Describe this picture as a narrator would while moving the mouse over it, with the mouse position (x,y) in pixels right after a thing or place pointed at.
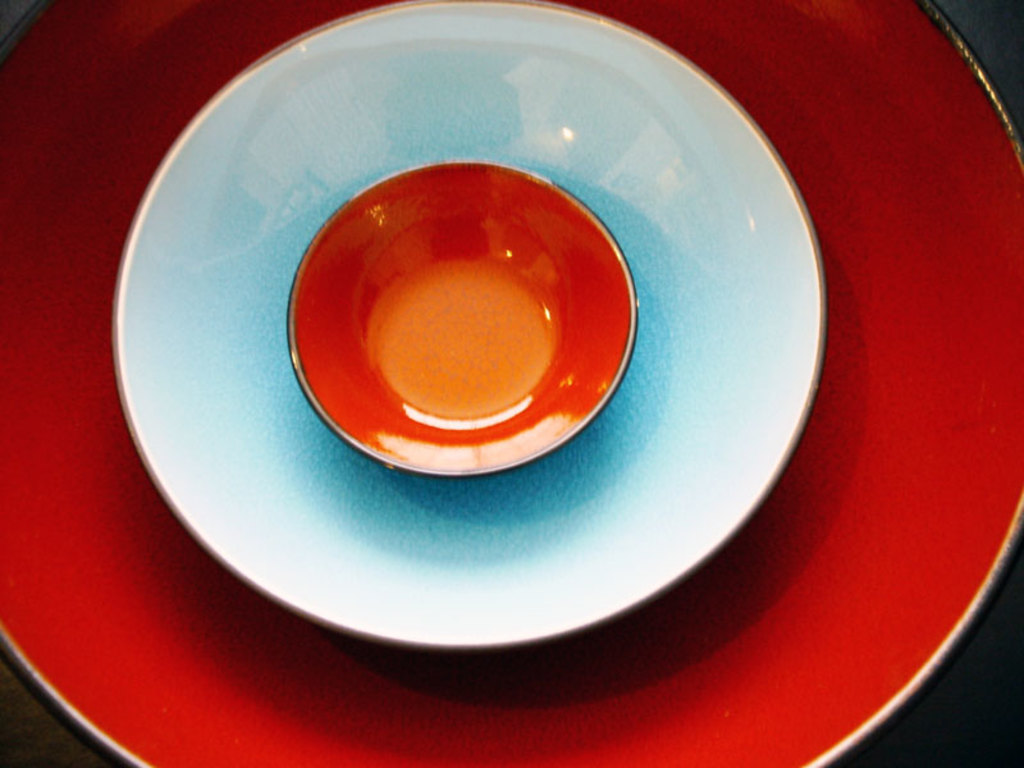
In the picture I can see three objects (421,424) which are round in shape. The colors of these objects (562,342) are red and white in color.
